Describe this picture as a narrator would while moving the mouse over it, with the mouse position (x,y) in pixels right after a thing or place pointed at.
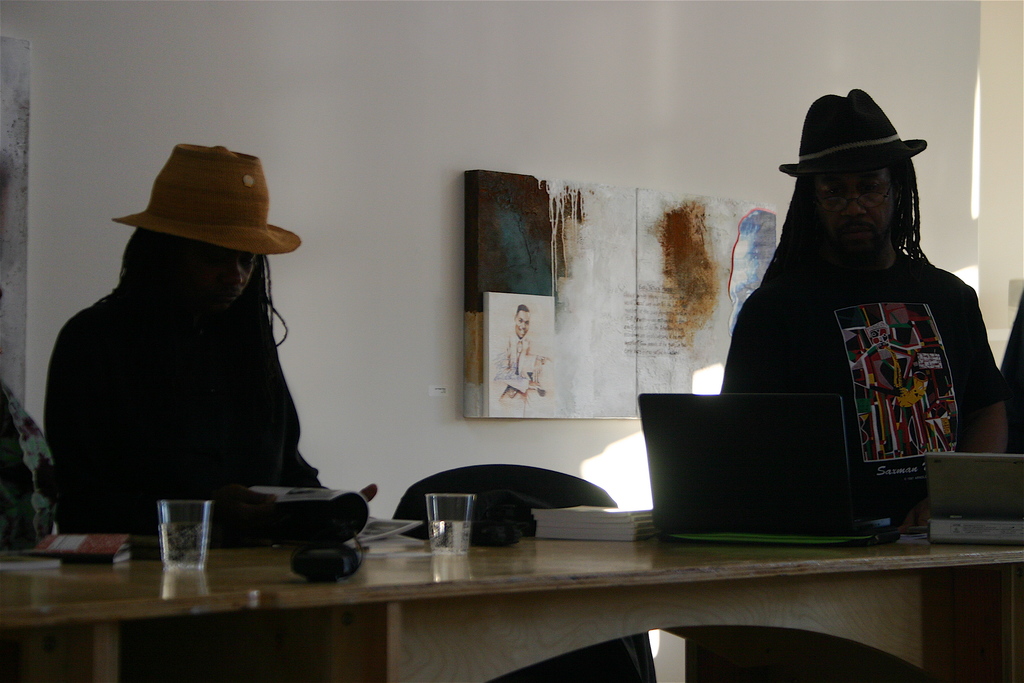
In this image I can see there are two men (851,313) who are wearing a hat (195,217) on the head (164,276) and standing in front of the table (496,559). On the table (861,566) we have a laptop (774,432), couple of glasses (465,531) and other objects (336,569) on it. Behind these people (246,328) we have a white wall (402,94) with a poster (572,246) on it.
